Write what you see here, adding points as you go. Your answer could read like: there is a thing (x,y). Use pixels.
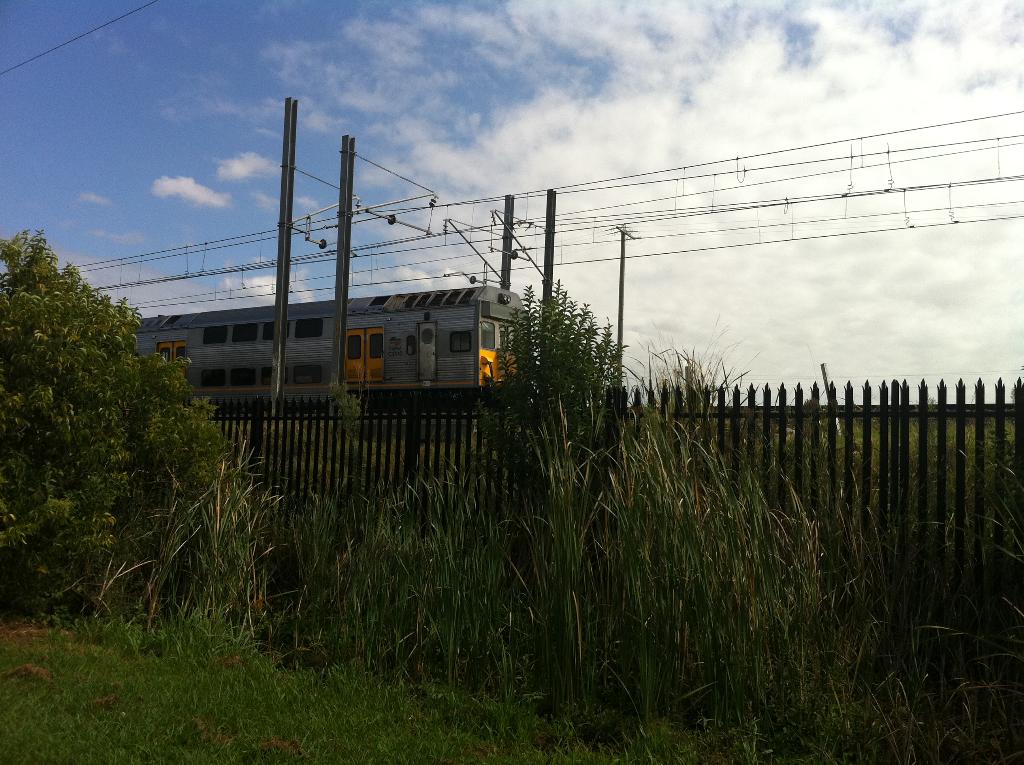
In the center of the image (497,364) we can see a train (471,331) on the track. At the bottom (832,628) there is grass (278,684) and a fence (692,424). We can see trees (183,379) and poles (348,237). At the top (324,251) there are wires (189,247) and sky (440,208).
